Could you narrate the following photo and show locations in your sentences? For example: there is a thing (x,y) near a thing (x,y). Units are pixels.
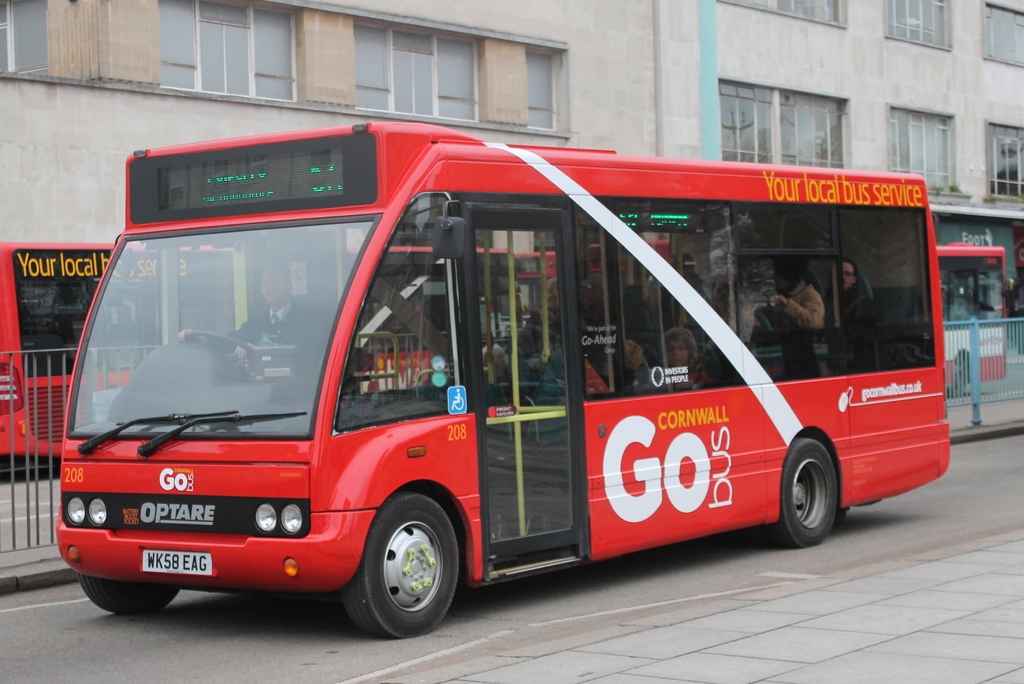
In the center of the image (572,310) there are buses (704,360). At the bottom (605,599) we can see a road (321,632). There is a fence (50,396). In the background (500,122) there is a building (404,101).
